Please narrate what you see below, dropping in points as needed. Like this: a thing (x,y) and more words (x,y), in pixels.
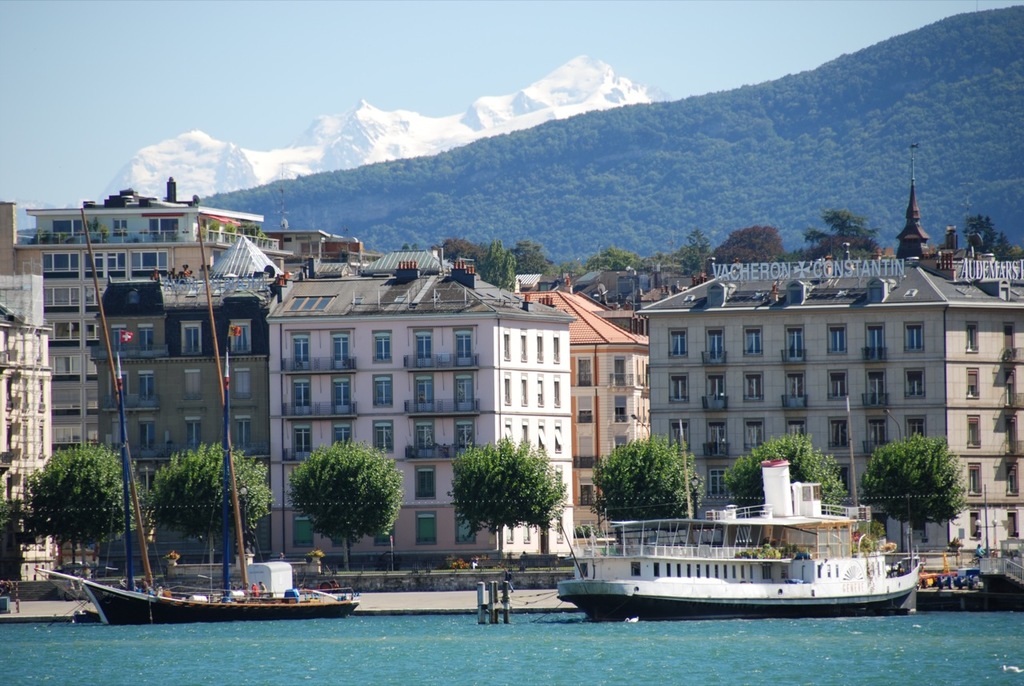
In the center of the image (560,343) we can see the buildings (480,403), trees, fencing (350,557), wall (420,586), grass (484,569), stairs (1012,566), road (468,592) and some persons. At the bottom of the image (596,610) we can see the boats (771,575) are present on the water (575,642). In the background of the image (891,163) we can see the hills (685,167), trees (473,186), snow mountains (446,145). At the top of the image (510,47) we can see the sky (545,31).
